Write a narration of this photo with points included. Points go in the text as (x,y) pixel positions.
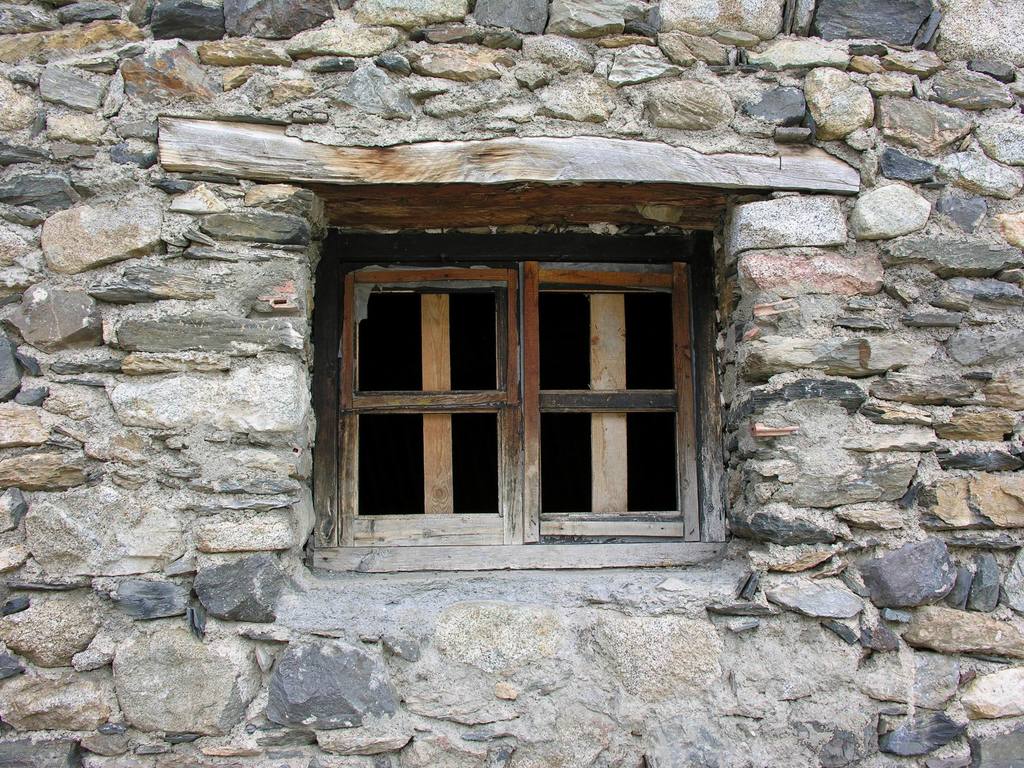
In this picture we can see the wall (1009,278) and window frame (707,485).
